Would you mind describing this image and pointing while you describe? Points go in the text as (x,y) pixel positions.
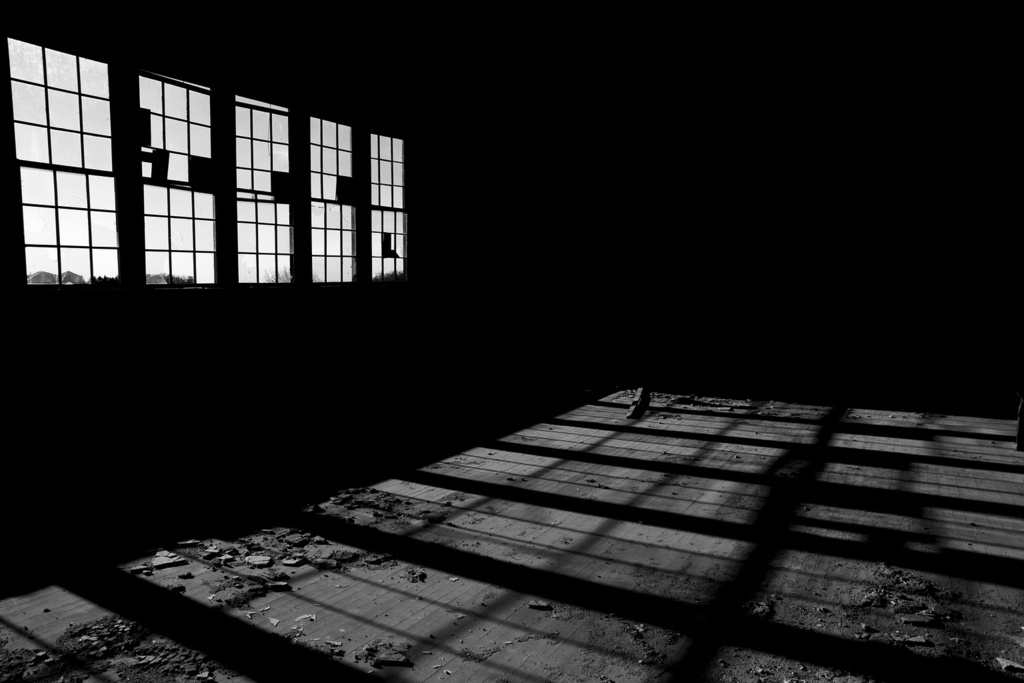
In this image in the center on the ground (268,547) there are stones (355,512). On the left side (253,175) there are windows (199,209).
